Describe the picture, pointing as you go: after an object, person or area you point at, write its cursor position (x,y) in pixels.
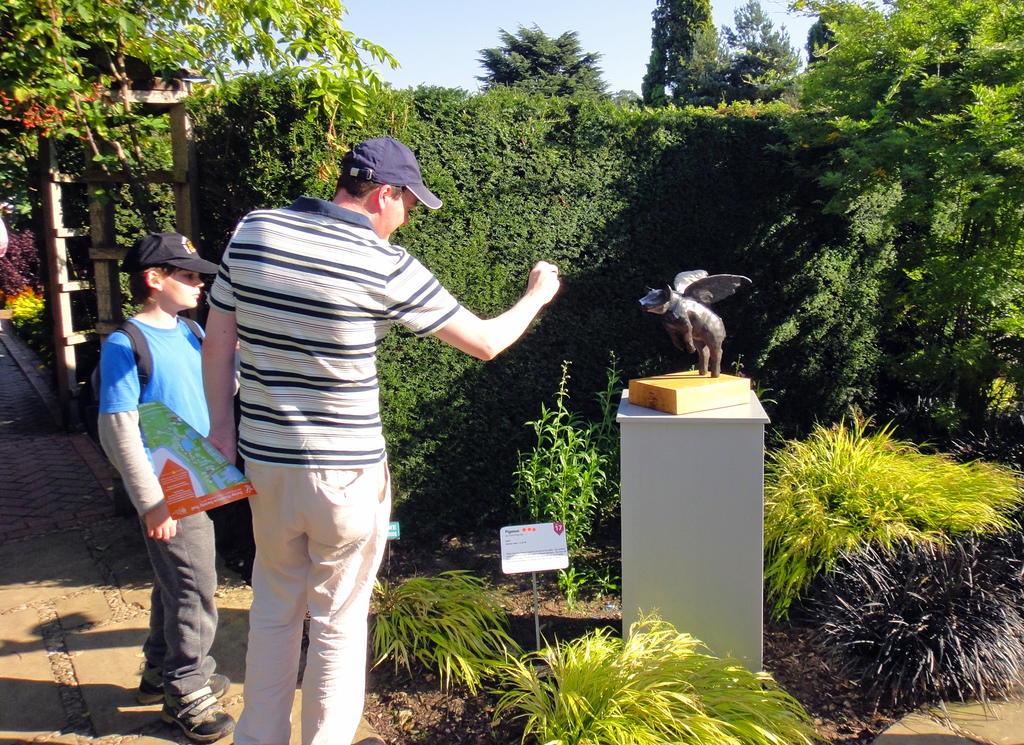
In this image we can see two people (353,382), among them one is carrying the bag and holding the object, in front of them there is a sculpture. There are some plants (483,260), trees (981,216) and in the background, we can see the sky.
